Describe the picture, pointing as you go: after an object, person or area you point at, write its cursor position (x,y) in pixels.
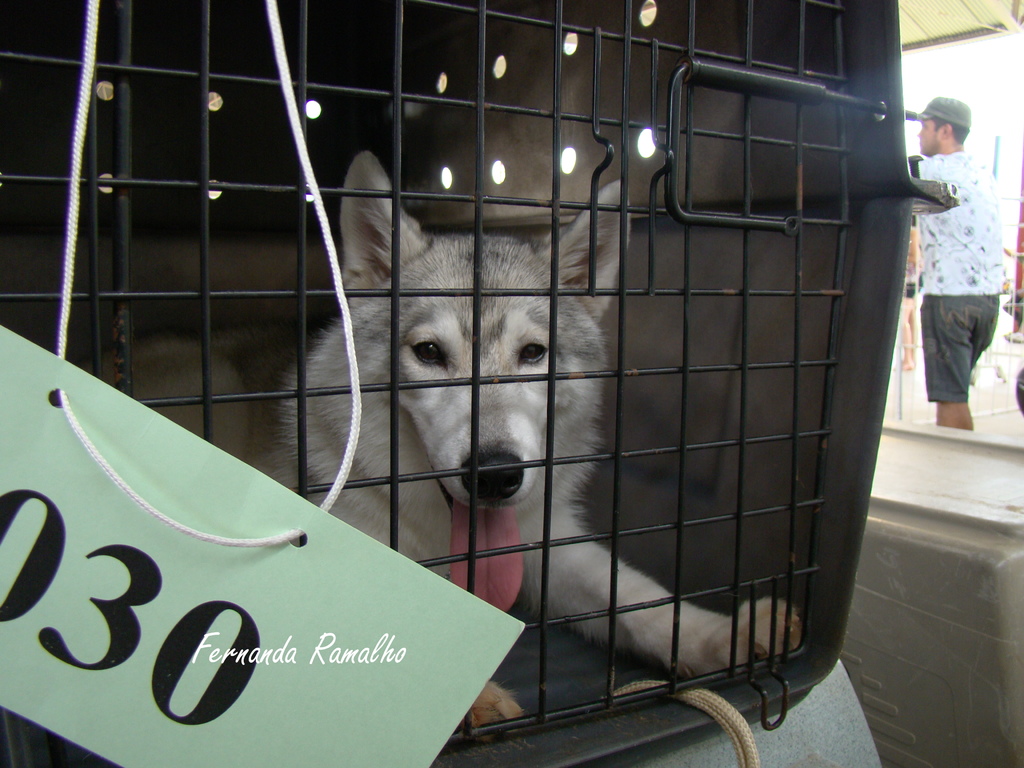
In this image I can see a dog (481,392) which is grey and white in color inside the cage (394,289) and I can see a board (418,607) attached to the cage (871,374). In the background (955,44) I can see a person (989,279) standing, the ceiling (966,19) and the sky (964,59).
